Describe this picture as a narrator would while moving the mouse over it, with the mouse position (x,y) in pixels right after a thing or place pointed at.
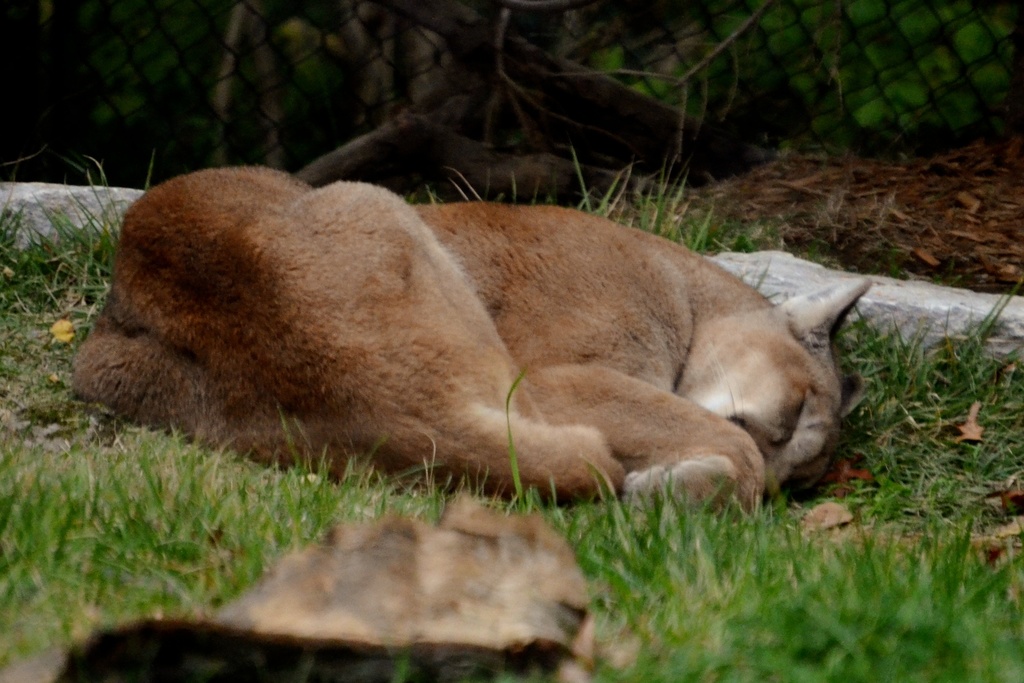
In the center of the image (472,259) there is a cougar (240,406) sleeping in grass (224,478). At the bottom of the image (391,548) there is a stone (457,564). In the background of the image (866,64) there is a fencing (813,44).
